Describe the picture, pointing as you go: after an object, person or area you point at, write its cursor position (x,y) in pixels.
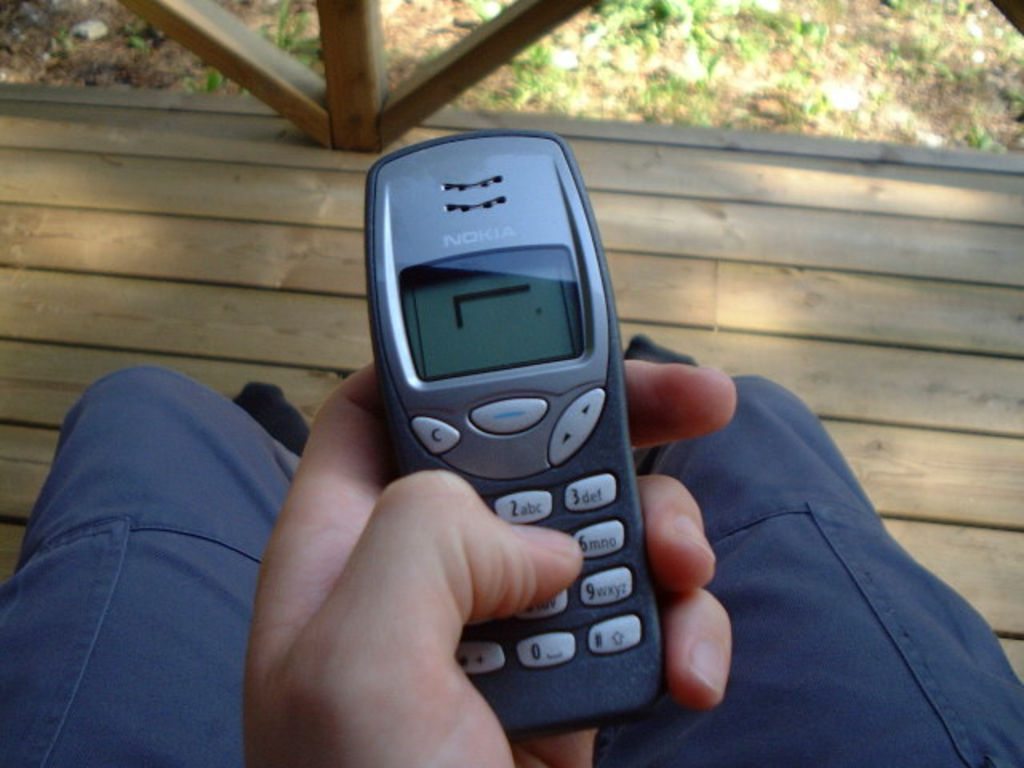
In this picture I can see a person (564,540) holding a mobile (586,497), and in the background (669,249) there is grass (731,102) and wooden pathway (933,194).
